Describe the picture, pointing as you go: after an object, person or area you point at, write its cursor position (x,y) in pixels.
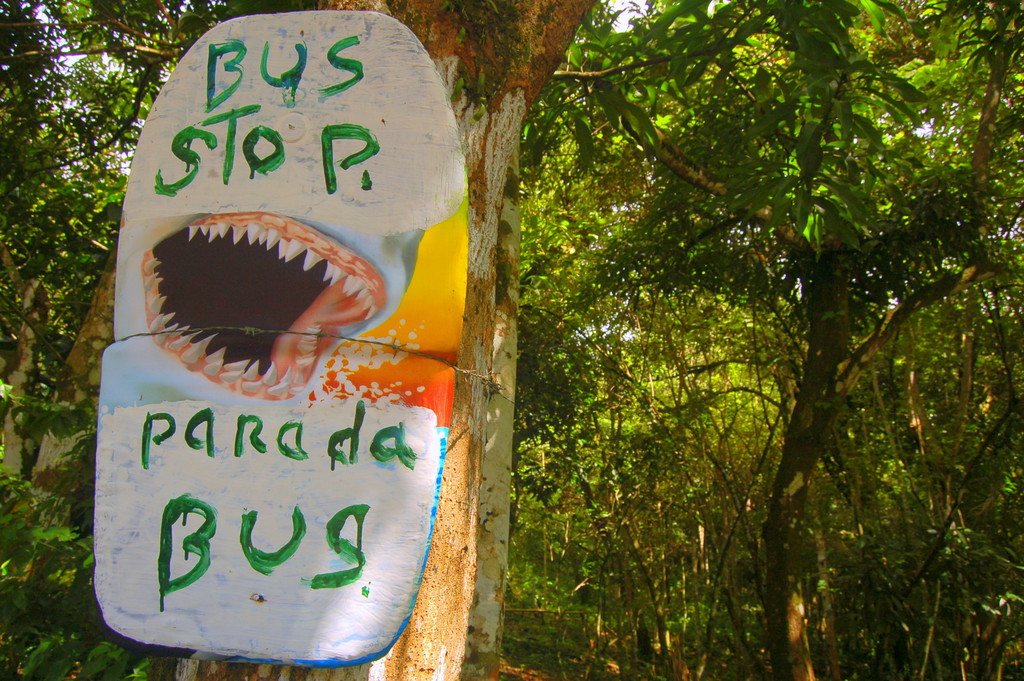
In the picture we can see a tree branch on it, we can see a board (212,478) written on its bus stop- parada bus and with a teeth symbol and behind the tree branch (463,536) we can see full of trees (750,313).
